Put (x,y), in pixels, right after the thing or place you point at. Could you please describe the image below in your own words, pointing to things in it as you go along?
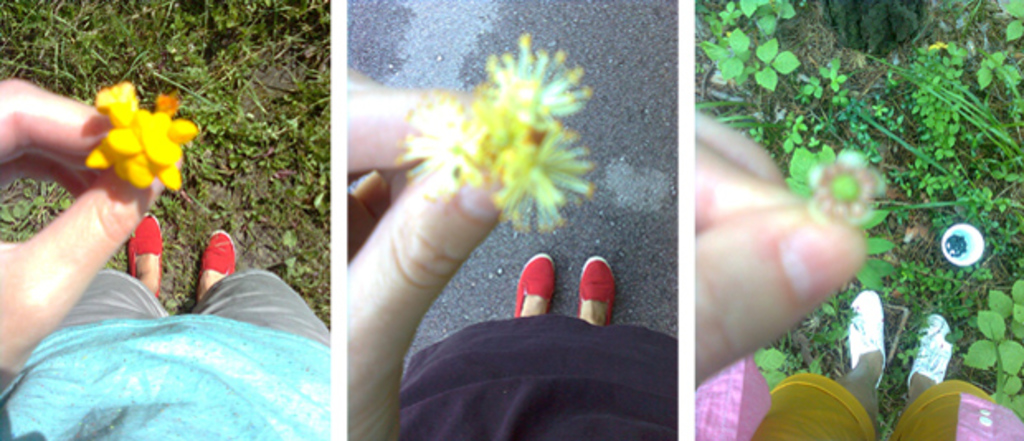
In this picture there is a lady (401,136) at the bottom side of the image (81,327), by holding flower (529,109) in her hand (63,181), it seems to be a collage.
